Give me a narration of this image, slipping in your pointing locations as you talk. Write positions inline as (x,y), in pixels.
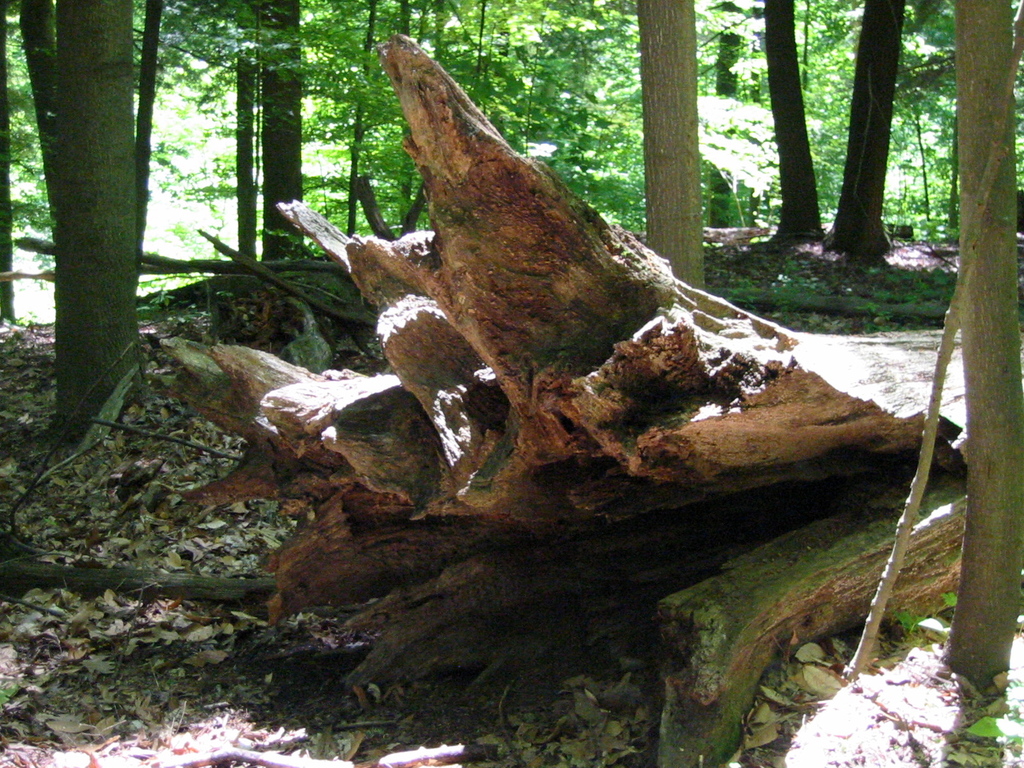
In this picture we can see wooden logs (428,405), dried leaves (168,508) on the ground (167,524) and in the background (318,111) we can see trees (380,30).
